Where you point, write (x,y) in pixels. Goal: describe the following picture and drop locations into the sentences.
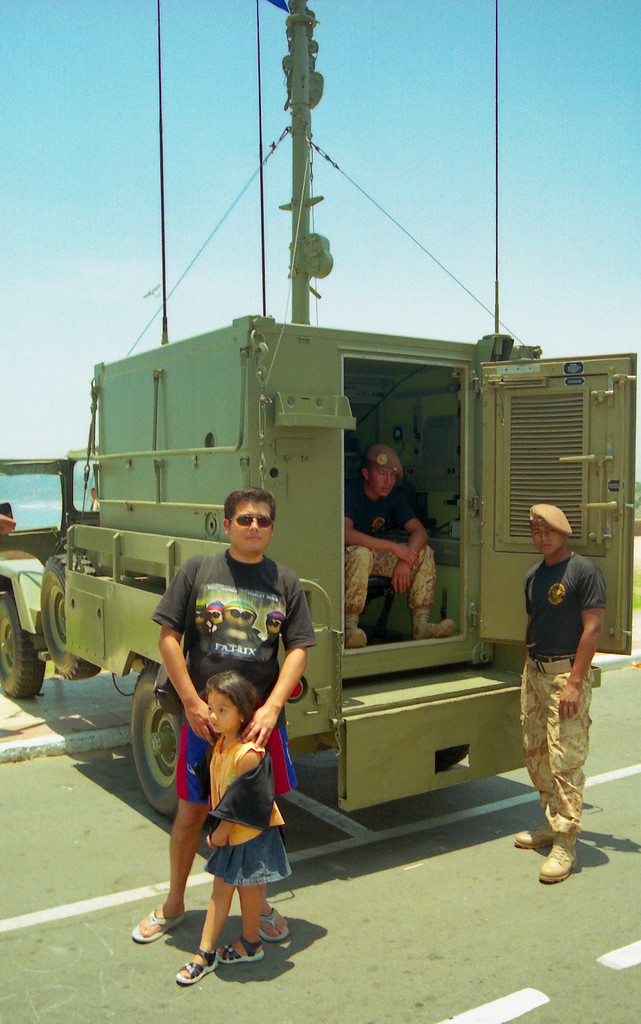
This is the picture of a place where we have two men (196,686) and a kid (232,680) who are standing behind the vehicle (332,675) and also we can see a person (370,488) inside the vehicle (368,440) and some wires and pole (297,117) to the vehicle (365,412).
